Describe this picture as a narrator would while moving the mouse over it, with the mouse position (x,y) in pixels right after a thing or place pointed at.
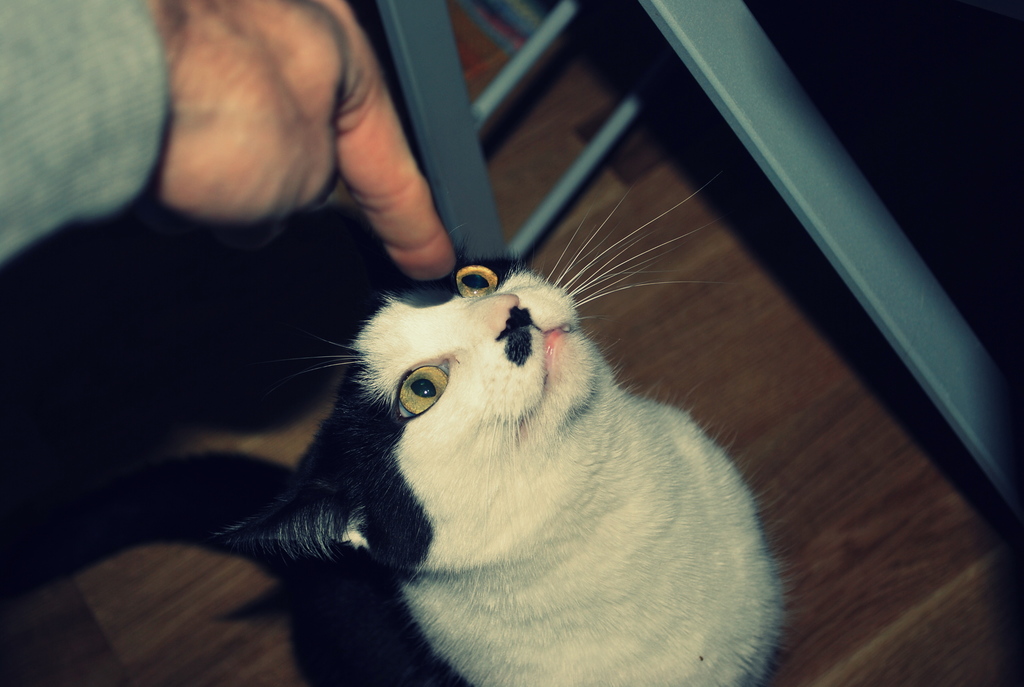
There is a cat (488,410). Cat (480,355) is looking at the person (422,208). Cat (460,450) is on the floor (233,584). There is a person (96,58) in the left corner (37,78).
